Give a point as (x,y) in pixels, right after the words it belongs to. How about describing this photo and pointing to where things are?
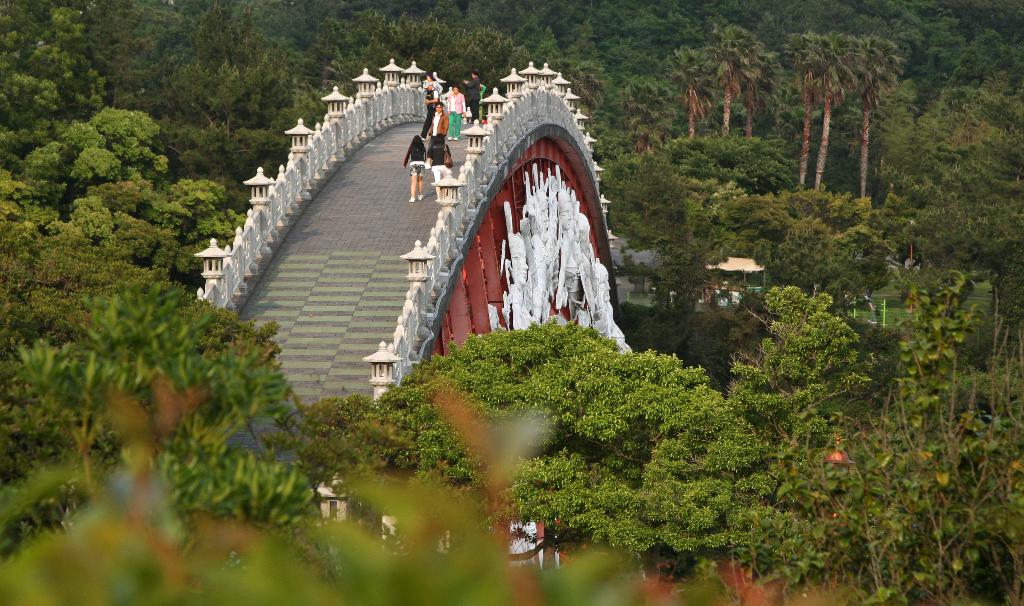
In this image we can see a bridge (438,259) with sculptures (520,270) and there are few people (423,131) walking on the bridge (423,206). We can see the trees (769,363) and grass (888,318).
